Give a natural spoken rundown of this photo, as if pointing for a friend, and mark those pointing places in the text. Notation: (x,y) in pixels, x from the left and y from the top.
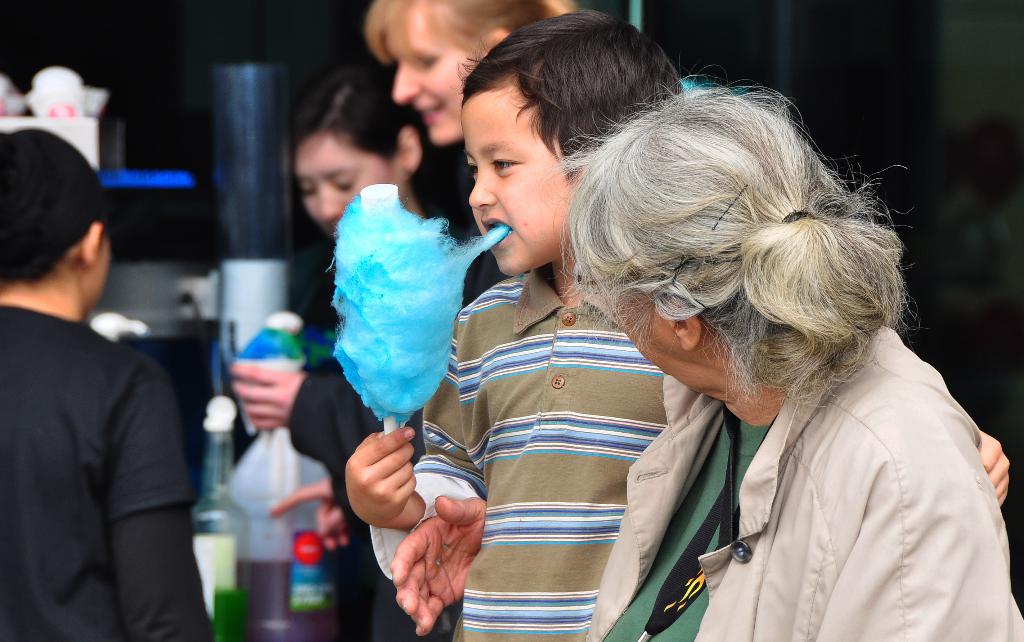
There are few people (452,534) and a kid (530,321) is eating food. We can also see a bottle (210,560) and can (310,580) on the left (240,525).
